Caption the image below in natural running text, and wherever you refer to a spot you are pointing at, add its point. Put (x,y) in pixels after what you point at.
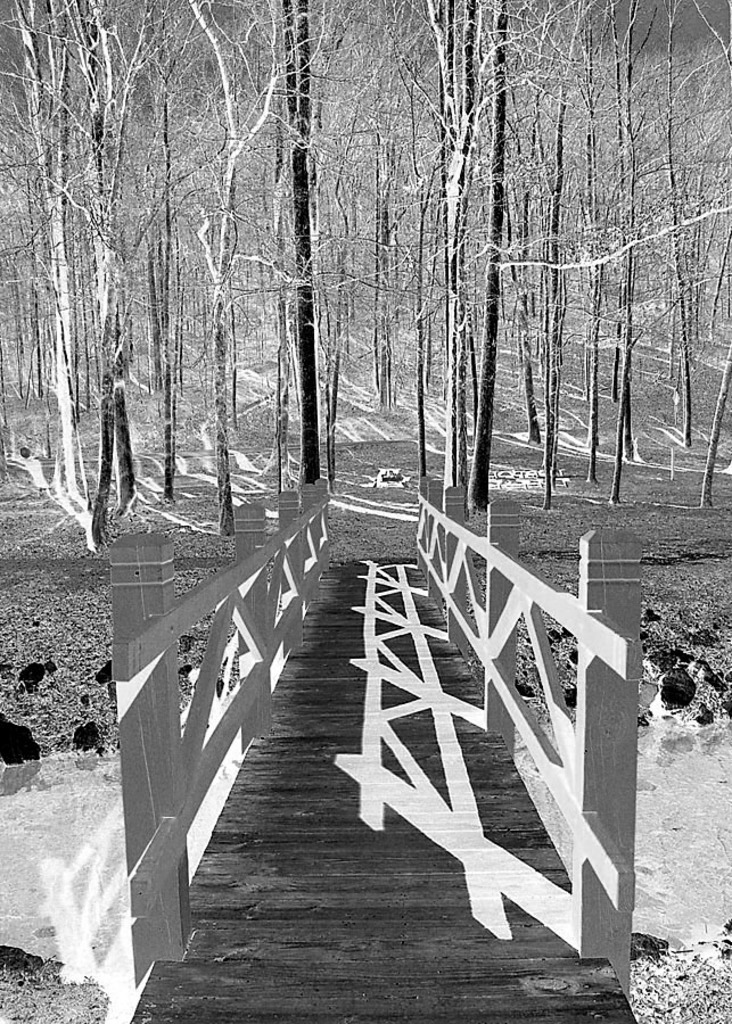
This is an edited image. In which, there is a bridge (450,580) on a lake (40,775). In the background (611,192), there are trees (682,308) on the ground (677,442).
